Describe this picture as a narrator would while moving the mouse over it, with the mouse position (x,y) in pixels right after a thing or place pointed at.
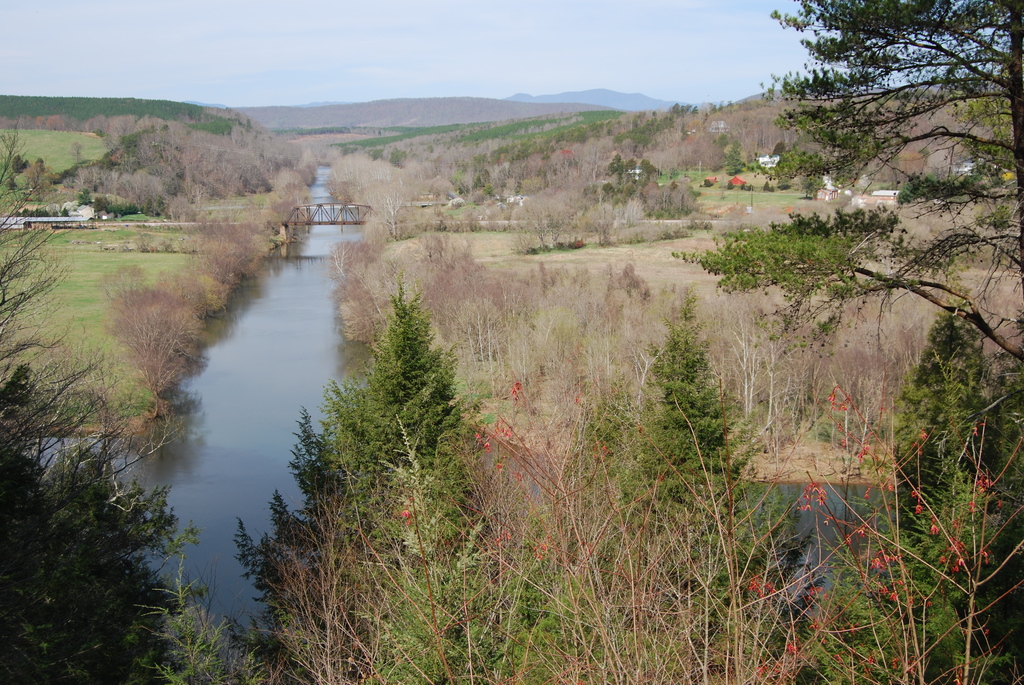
In this picture we can see a bridge (324,212) and water (309,231). On the right side of the bridge (312,205), there are trees (408,209) and houses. At the top of the image (359,45), there are hills (588,94) and the cloudy sky (384,62).
